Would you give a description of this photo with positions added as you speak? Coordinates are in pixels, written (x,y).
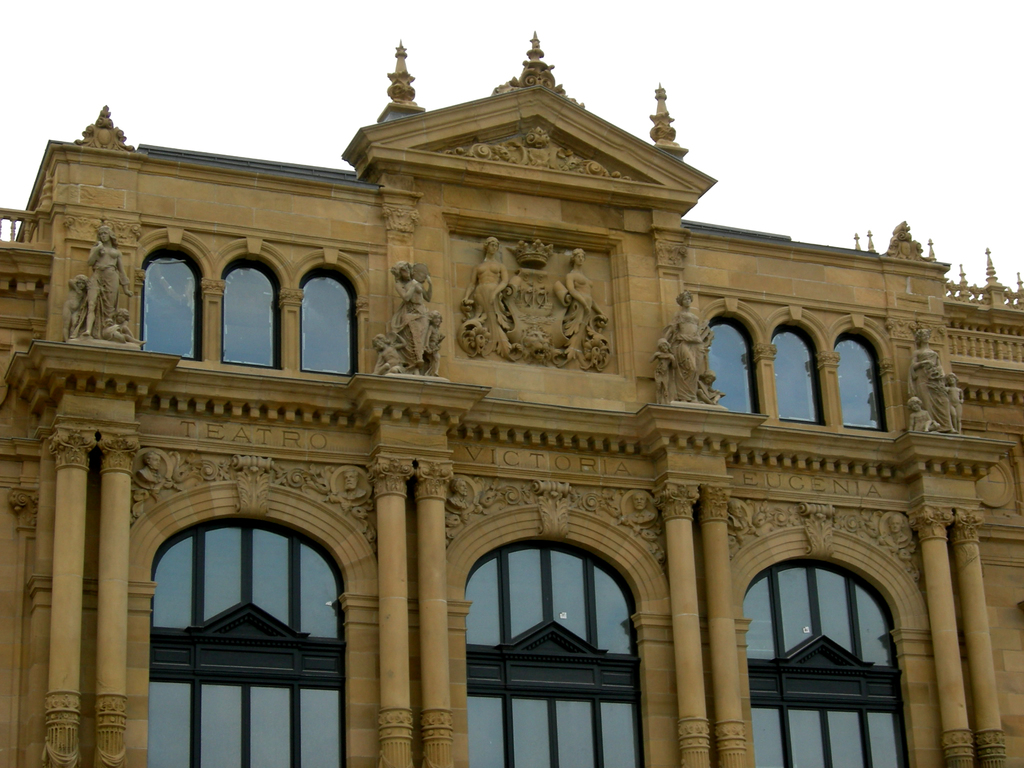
In this image I can see the building (607,621) which is in brown color. I can see the statues (109,320) to the building (584,416). And there is a white background (723,222).
